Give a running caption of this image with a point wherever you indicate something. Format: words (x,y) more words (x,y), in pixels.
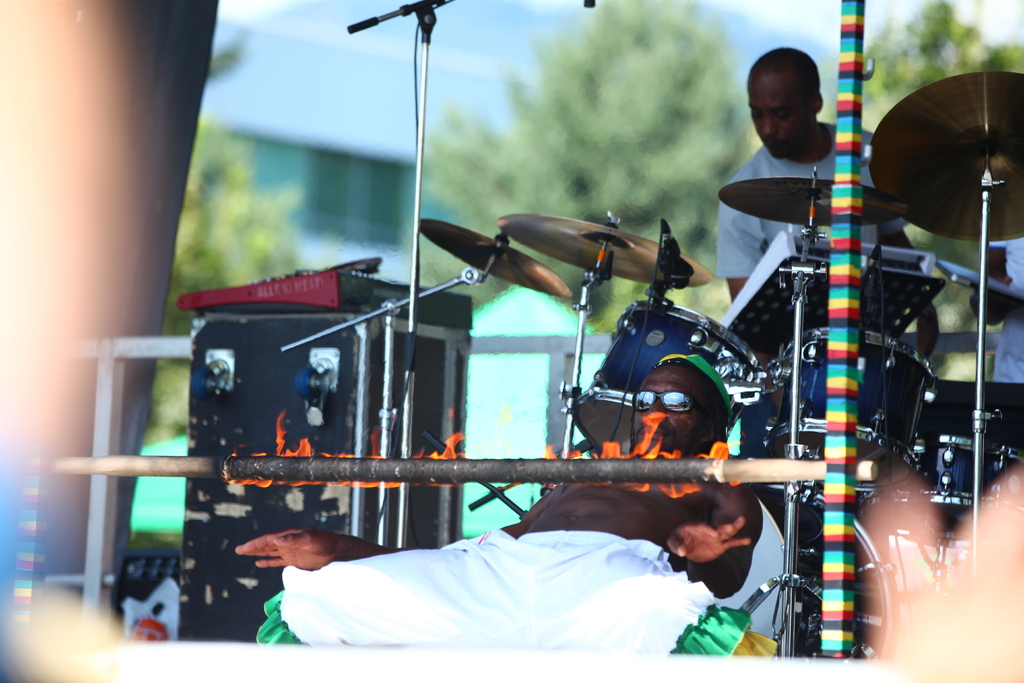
There is a person (612,624) in motion and this person (755,87) standing. We can see wooden object (756,463) with fire (295,454). We can see musical instruments (1000,186), device (442,363), microphone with stand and pole (851,488). In the background (433,171) it is blurry and we can see trees (568,124).
